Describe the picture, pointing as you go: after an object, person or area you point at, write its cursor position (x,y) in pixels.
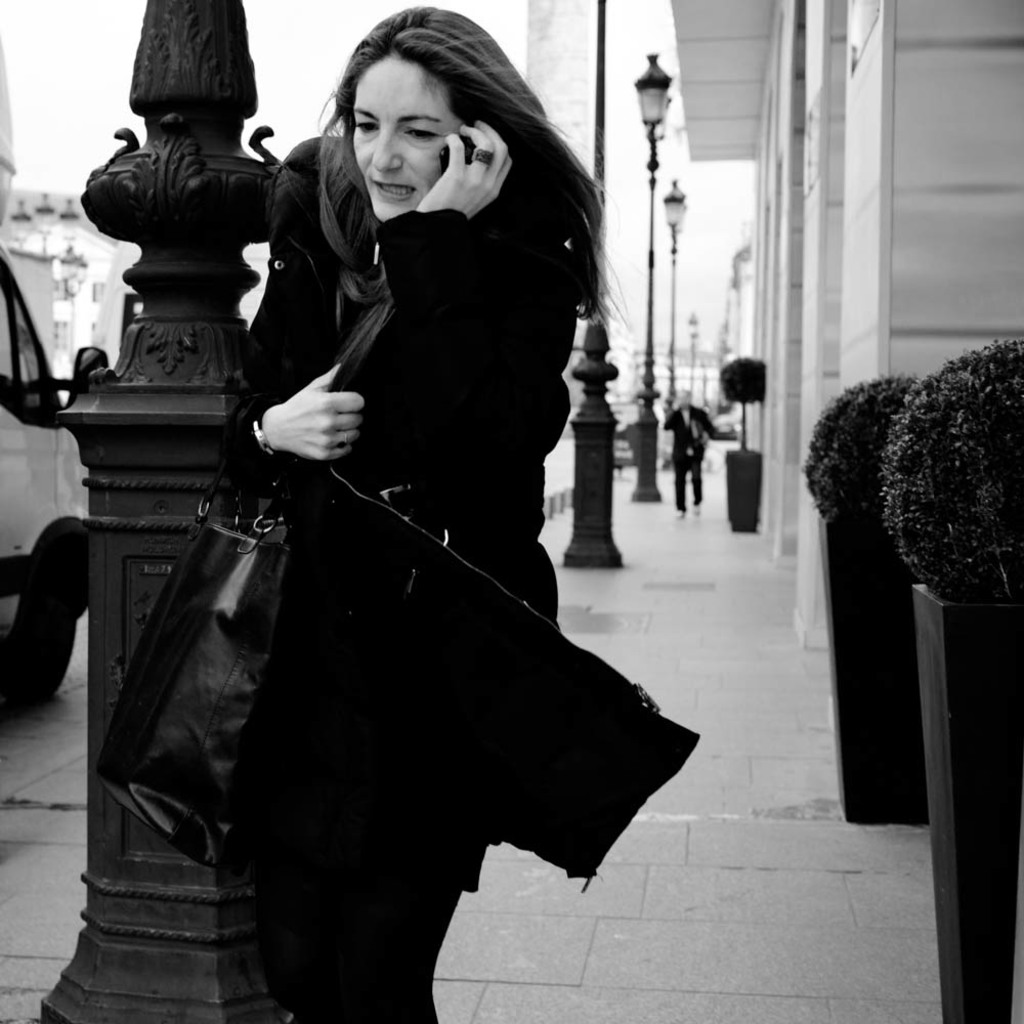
As we can see in the image, there is a sky (86,98), building (846,182), plants (913,535) and street lamps (661,122) and two people (452,598) walking on footpath (688,682) and on road (50,746) there is a van (44,696).
